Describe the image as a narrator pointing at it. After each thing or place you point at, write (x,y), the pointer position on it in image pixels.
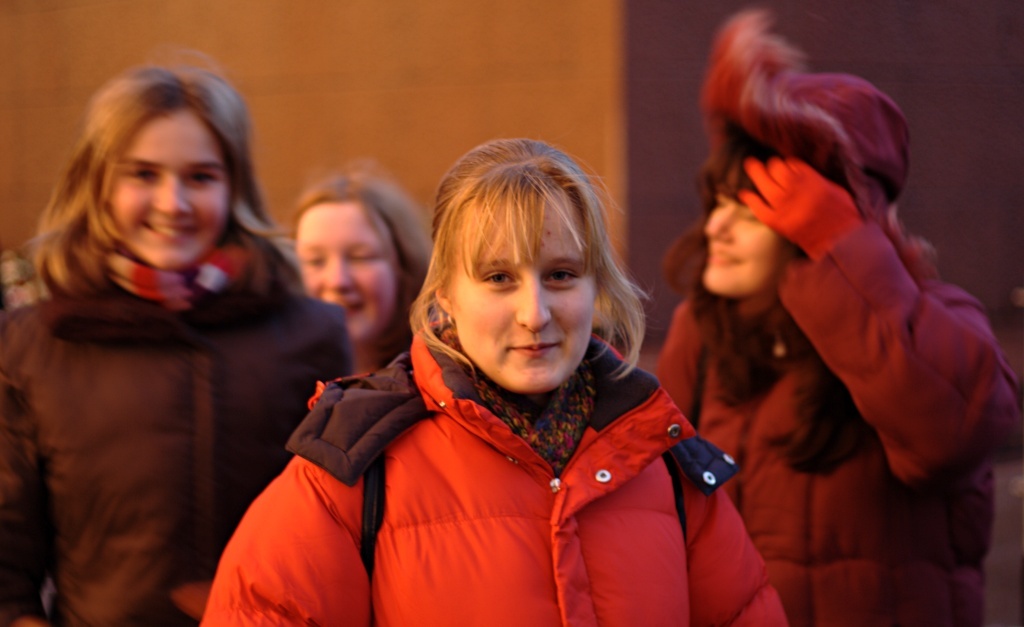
Here in this picture we can see a group of women (363,294) standing over a place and all of them are wearing jackets (252,349) and smiling.
